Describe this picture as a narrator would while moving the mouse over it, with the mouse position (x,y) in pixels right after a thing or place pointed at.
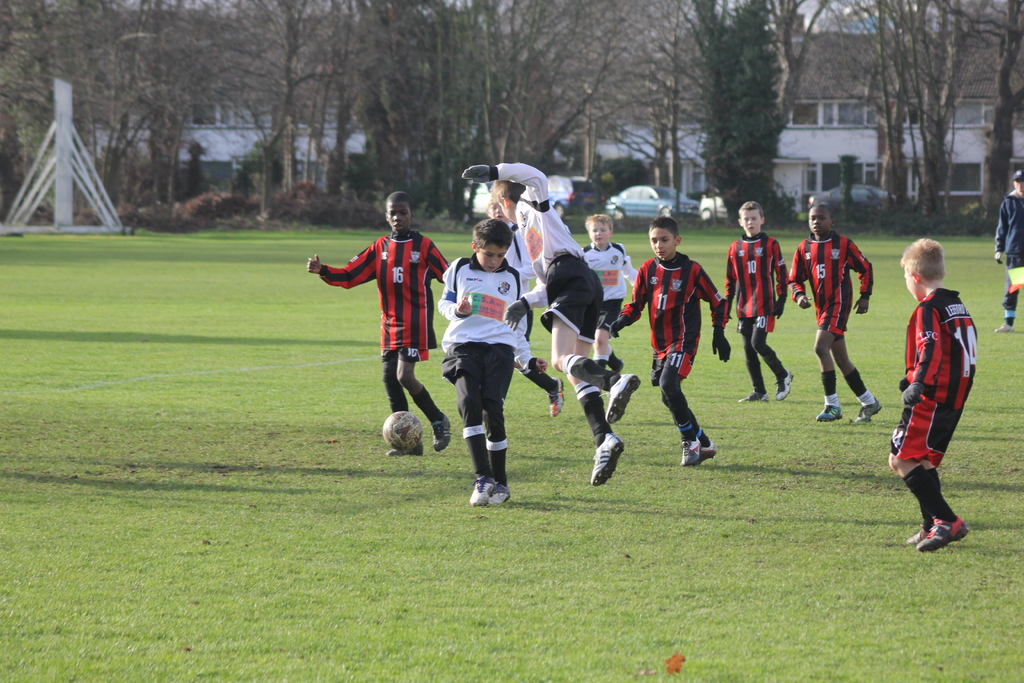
In this image there are fewer kids (591,321) playing the football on the ground (457,492). In the background (443,99) there are trees (628,34). Behind the trees (597,47) there are buildings (845,70). On the left side (84,155) top there is a goal post (60,175).
